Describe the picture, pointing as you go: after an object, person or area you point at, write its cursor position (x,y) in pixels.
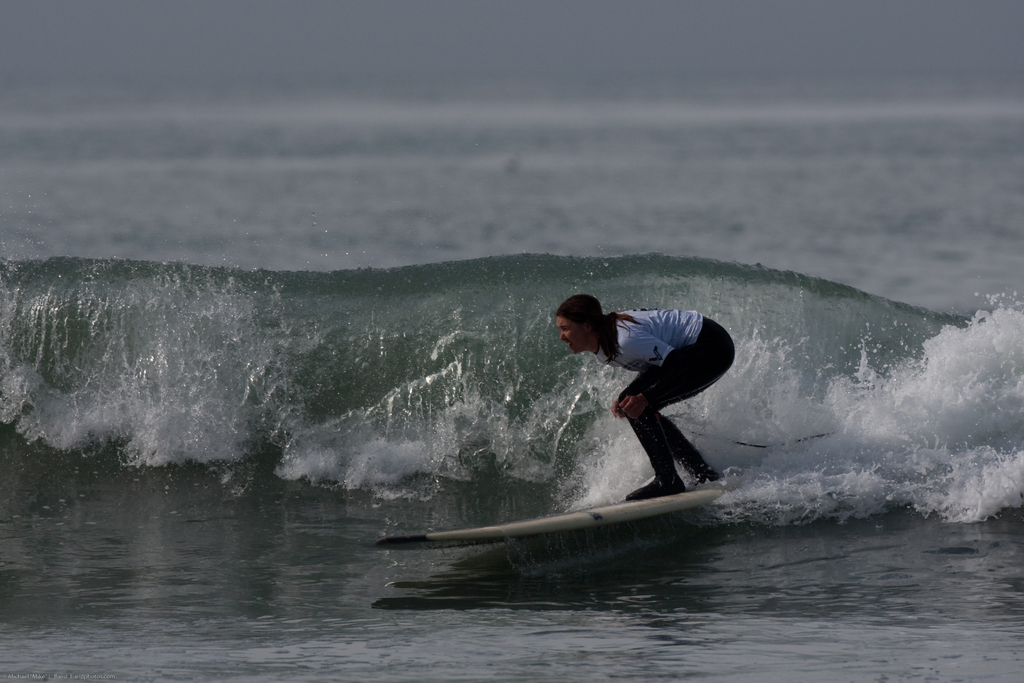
In this image we can see one person (686,314) standing on the surfboard (650,513), we can see the water (443,399).
